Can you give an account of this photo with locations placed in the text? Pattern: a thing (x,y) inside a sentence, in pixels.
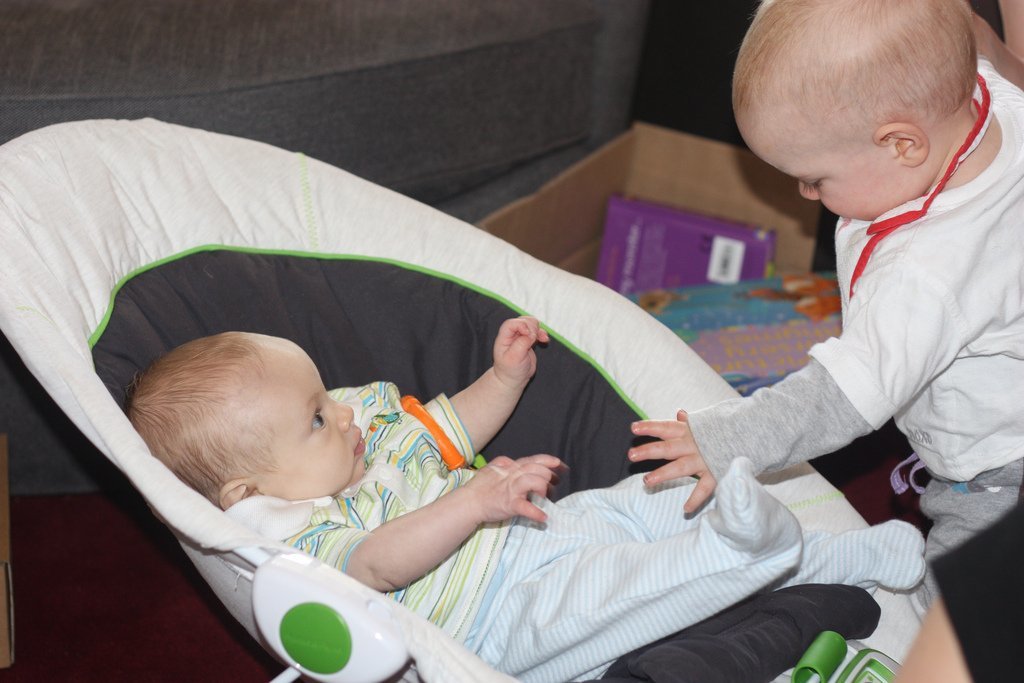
In this image I can see two babies (515,382) where on the left side (317,494) I can see one is lying and on the right side (782,458) I can see one is standing. In the background (666,167) I can see a box (684,195) and in it I can see few stuffs (710,298).
